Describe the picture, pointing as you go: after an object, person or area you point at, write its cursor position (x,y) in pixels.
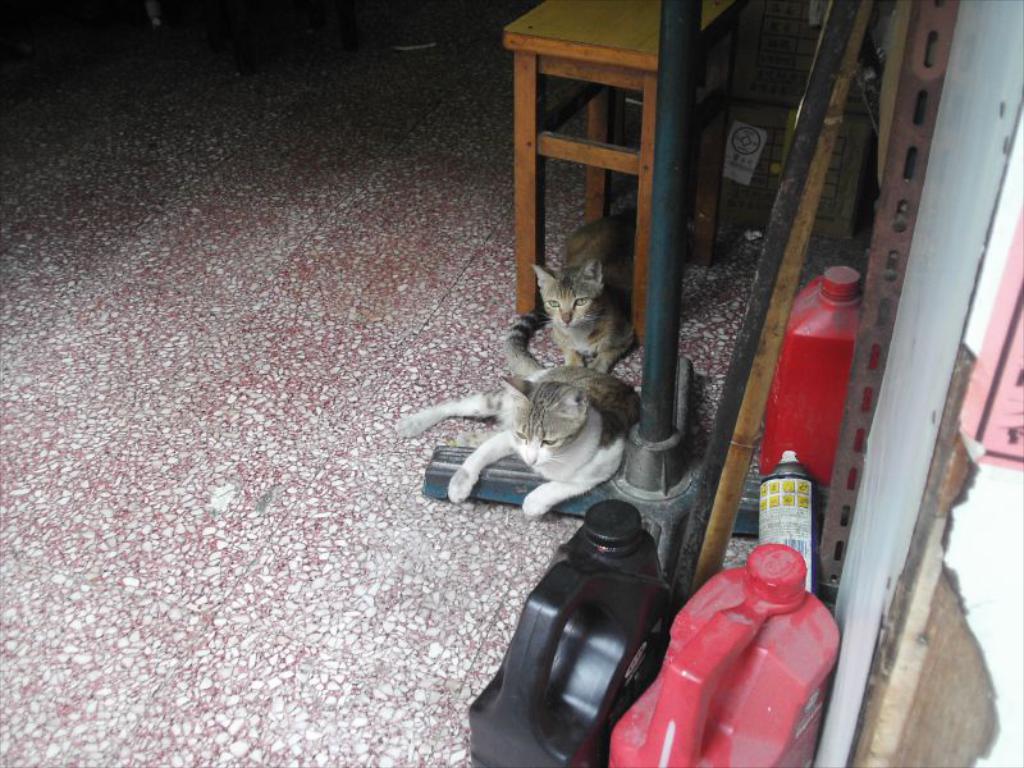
In this picture we can see there are two cats (540,375) on the floor (494,366). On the right side of the cats (558,367), there is a pole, stick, plastic cans (818,382) and some objects (778,529). Behind the cats (594,331), there are cardboard boxes (771,145) and a table (568,160).
